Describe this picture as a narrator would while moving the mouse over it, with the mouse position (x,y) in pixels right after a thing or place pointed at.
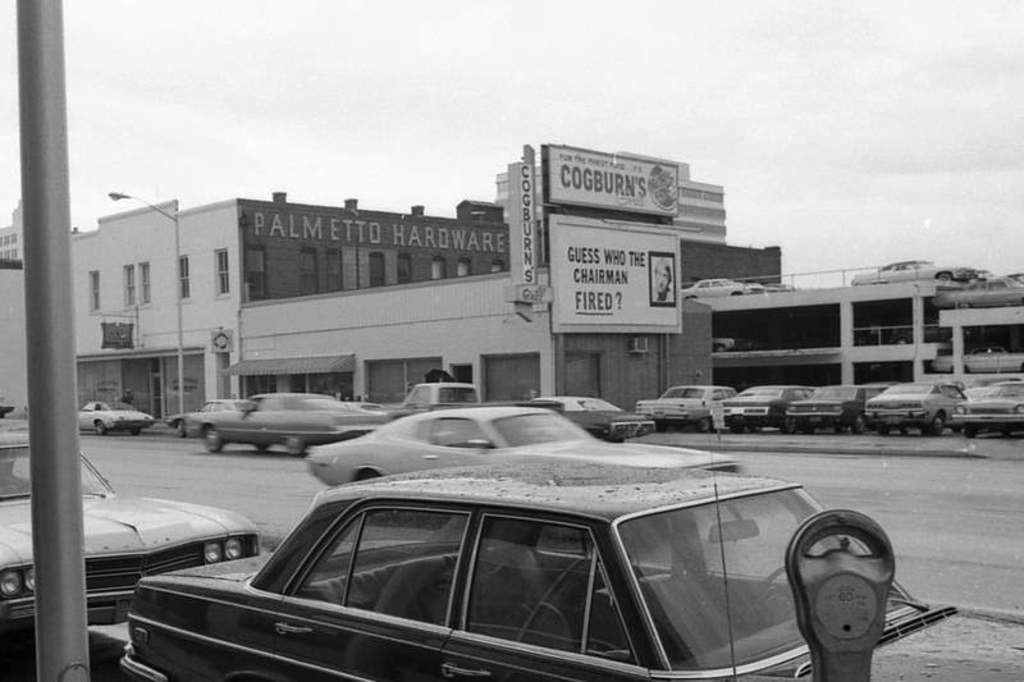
In this picture I can observe some cars (350,402) moving on the road (264,476). On the right side (826,427) some of the cars (847,395) are parked in the parking lot (781,412). In the background (415,271) there is a building (334,211) and sky (548,98).
